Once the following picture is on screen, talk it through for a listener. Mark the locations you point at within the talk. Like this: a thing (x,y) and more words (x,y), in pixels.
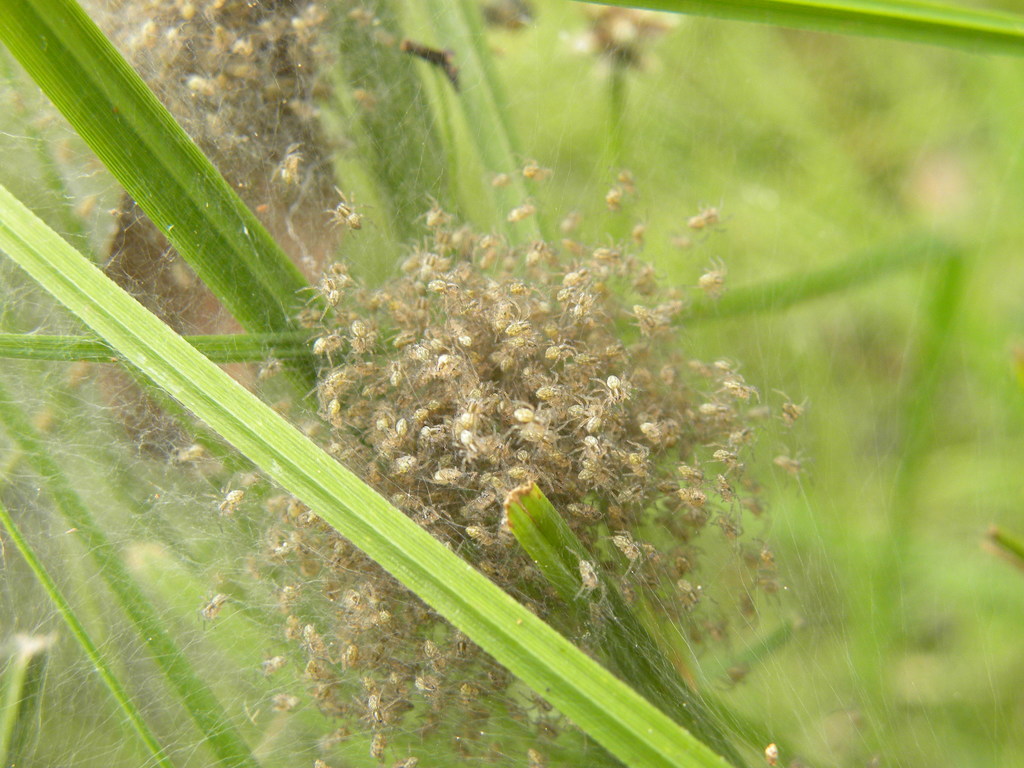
On this spider web (189,708) there are spiders (386,437). Background (678,41) it is in green color.
